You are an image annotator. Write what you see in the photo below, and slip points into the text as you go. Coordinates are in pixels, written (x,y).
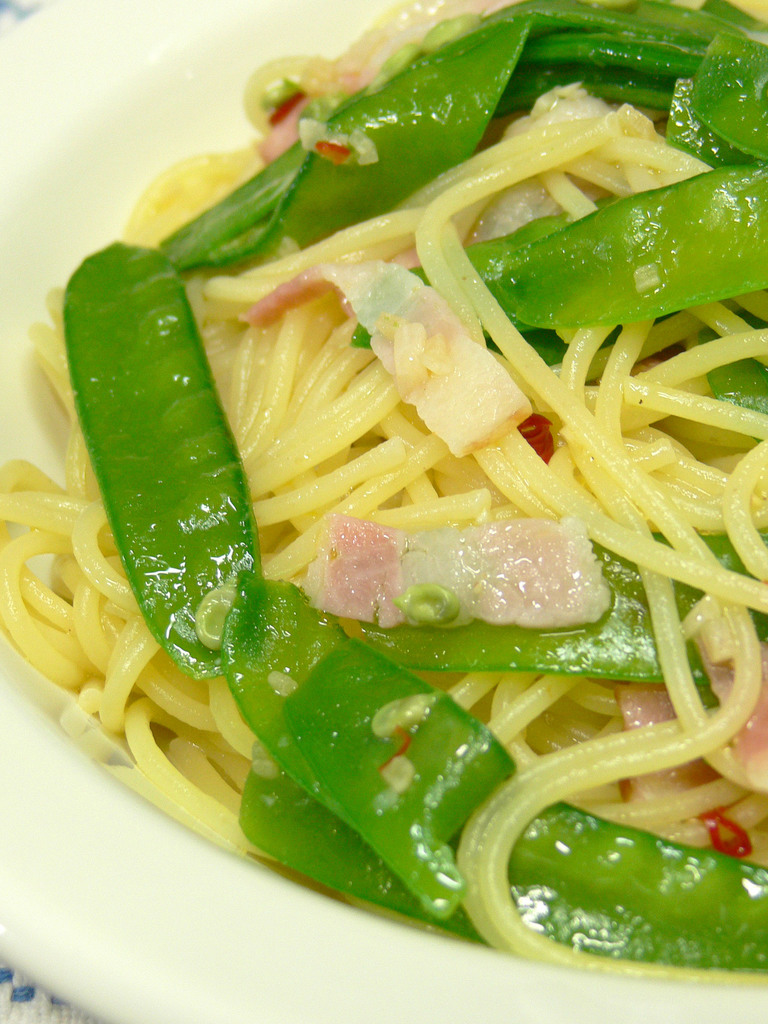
In this image I can see a white colour plate (375,941), cream colour noodles (366,438) and I can also see green and cream colour ingredients (383,362) over here.
